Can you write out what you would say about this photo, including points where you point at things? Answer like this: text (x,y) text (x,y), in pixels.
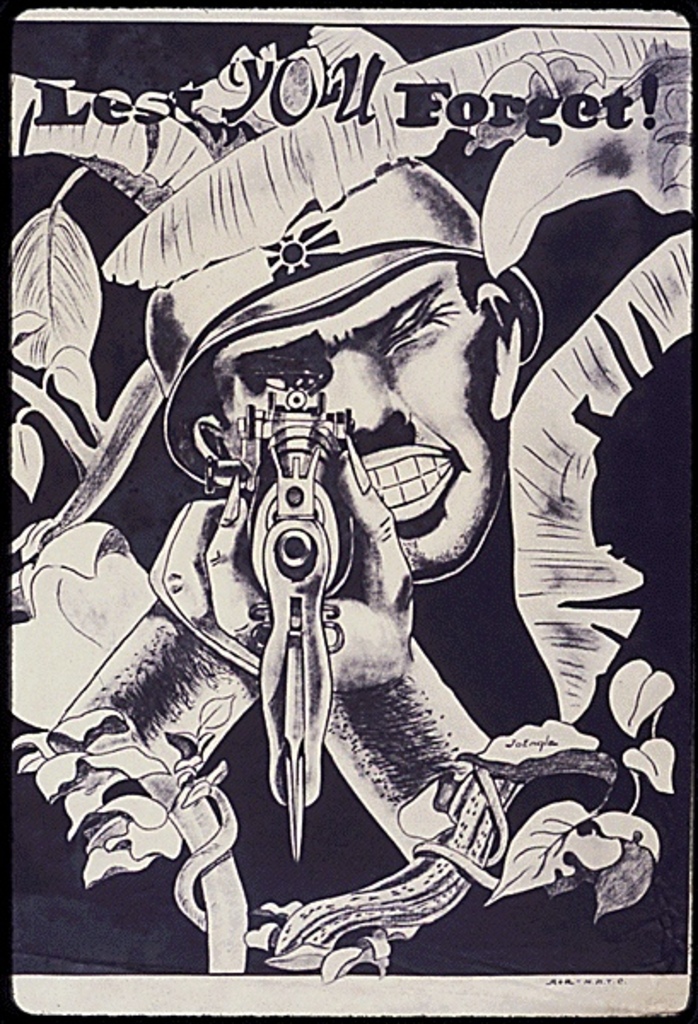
This picture is a black and white image. There is one poster (301,79) with text (47,89) and images (480,820). In this poster (496,890) we can see one person's hand (347,448) with a gun (281,736), one man's head (354,441) with hat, some leaves (79,250) and plants (615,139).
